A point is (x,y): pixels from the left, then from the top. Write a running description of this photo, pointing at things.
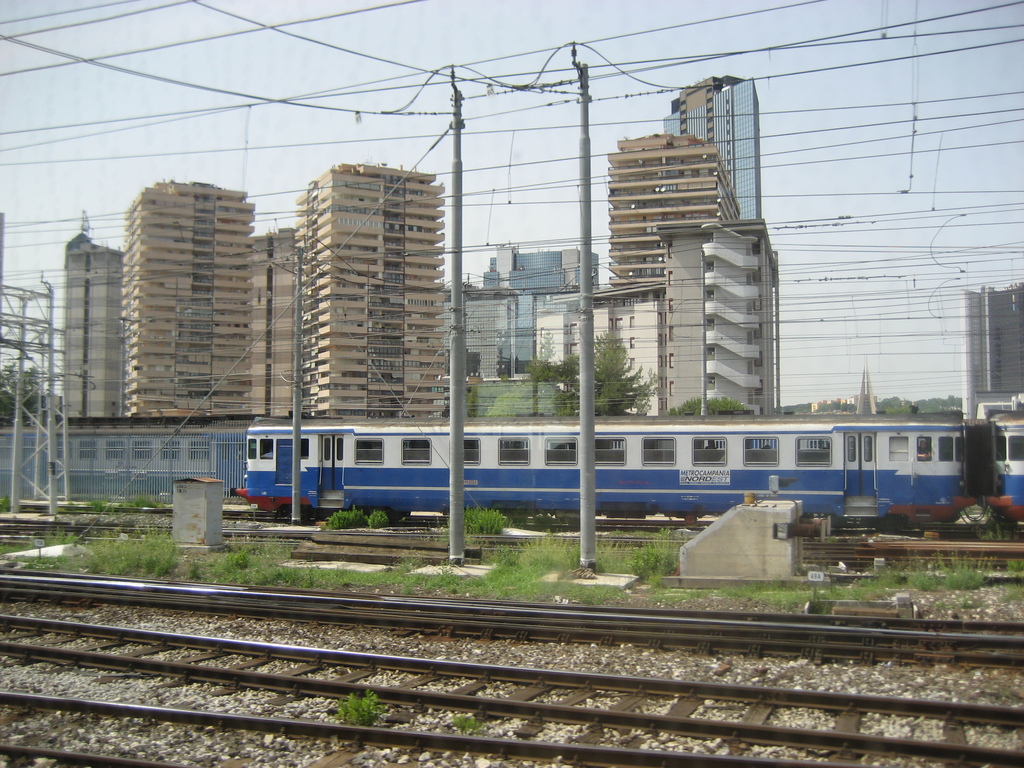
In this picture we can see grass (525,577), railway tracks (488,618) and stones (536,656) at the bottom (550,656), we can see a train (685,473), poles (18,375), wires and fencing (186,472) in the middle (607,306), in the background (765,259) there are some buildings (490,300) and trees (545,377), we can see the sky (419,28) at the top of the picture (418,22).
